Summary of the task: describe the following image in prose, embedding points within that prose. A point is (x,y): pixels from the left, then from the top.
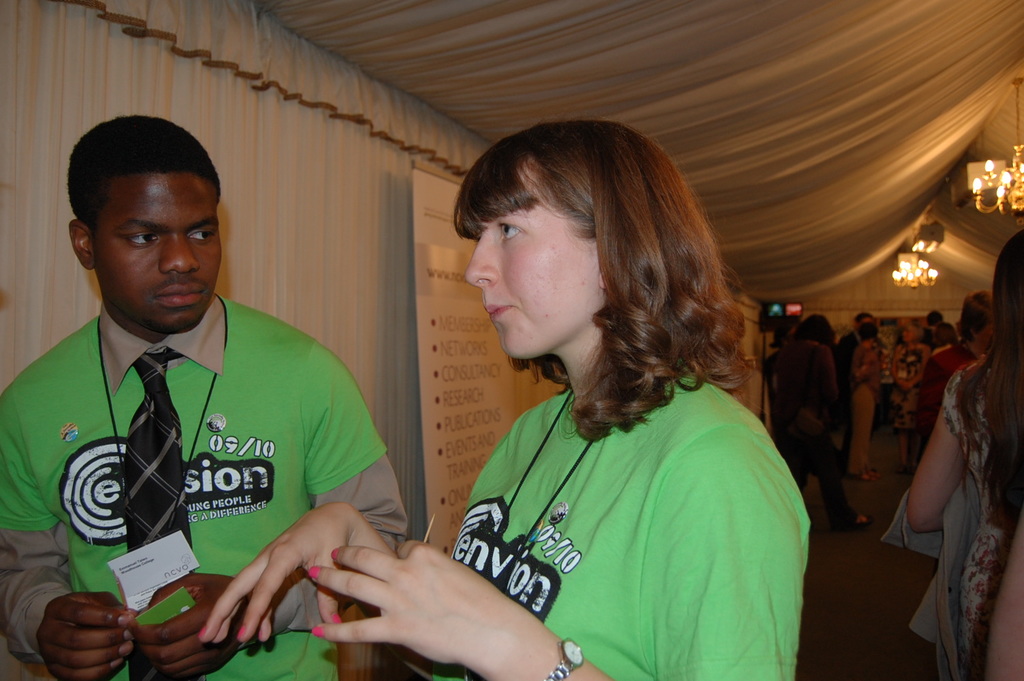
In this image, there are a few people (702,582). We can see the ground (844,611). We can see some cloth (351,198). We can also see some lights (910,259) attached to the roof (957,172). We can see some black colored objects (799,316).
